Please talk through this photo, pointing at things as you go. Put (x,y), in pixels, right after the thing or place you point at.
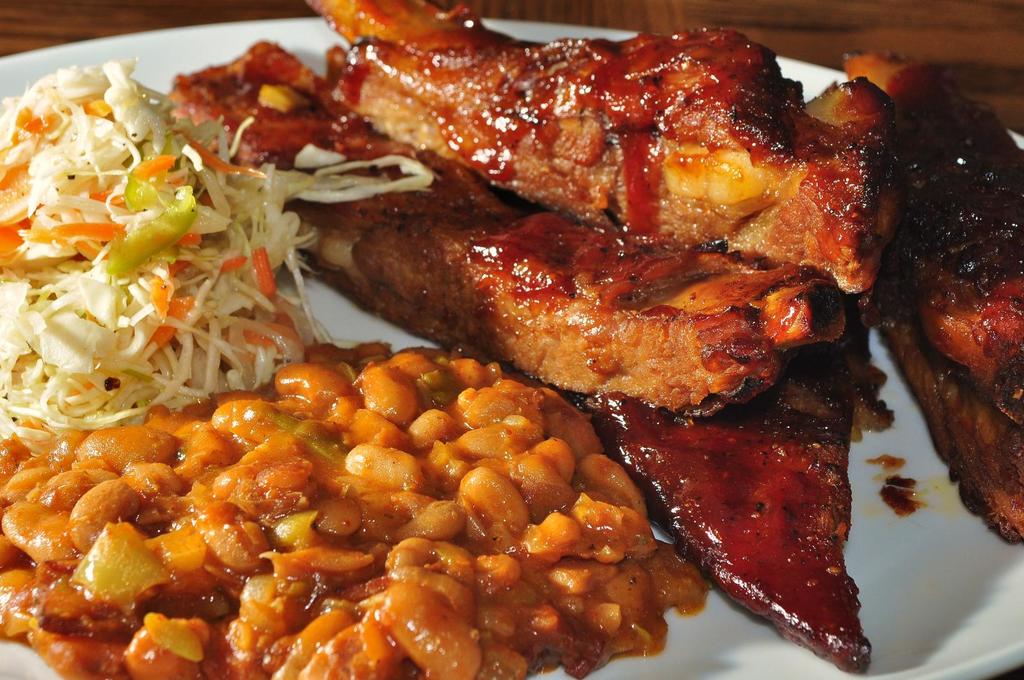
In this image we can see food items (197,168) in a plate (974,535) on the table (851,41).
